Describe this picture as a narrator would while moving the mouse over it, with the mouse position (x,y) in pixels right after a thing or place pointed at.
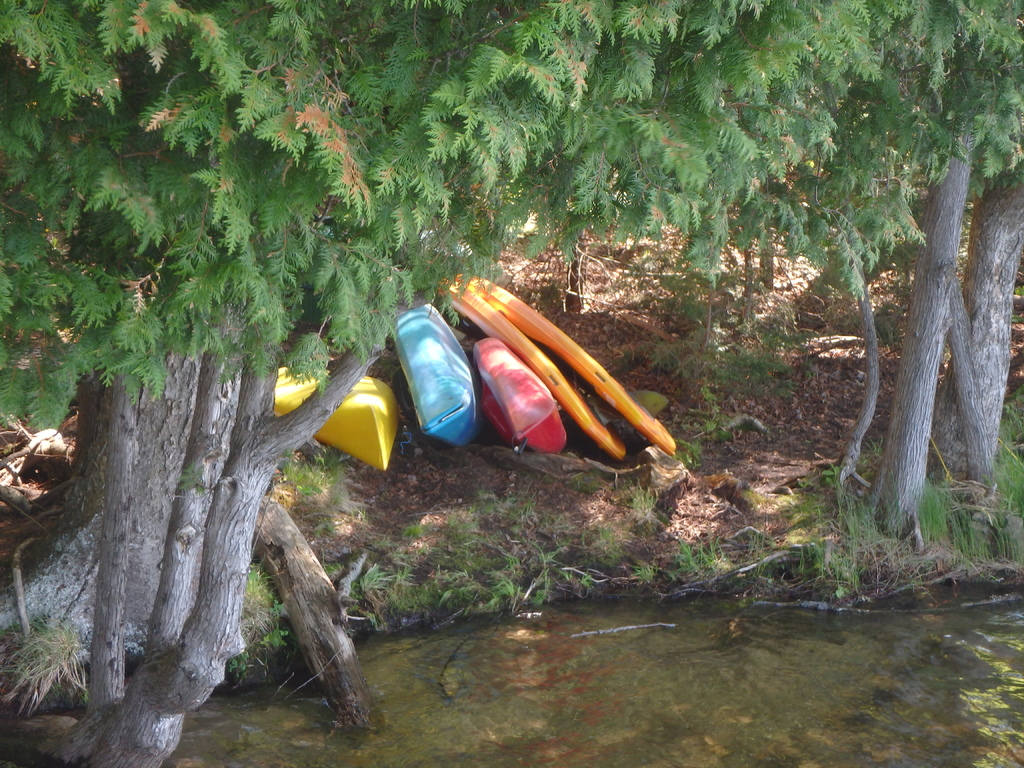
In this image we can see some trees (269,405) and the water body (543,672) and there are some boats (577,357) and grass (601,542) on the land (762,504) alongside the water (950,686).
